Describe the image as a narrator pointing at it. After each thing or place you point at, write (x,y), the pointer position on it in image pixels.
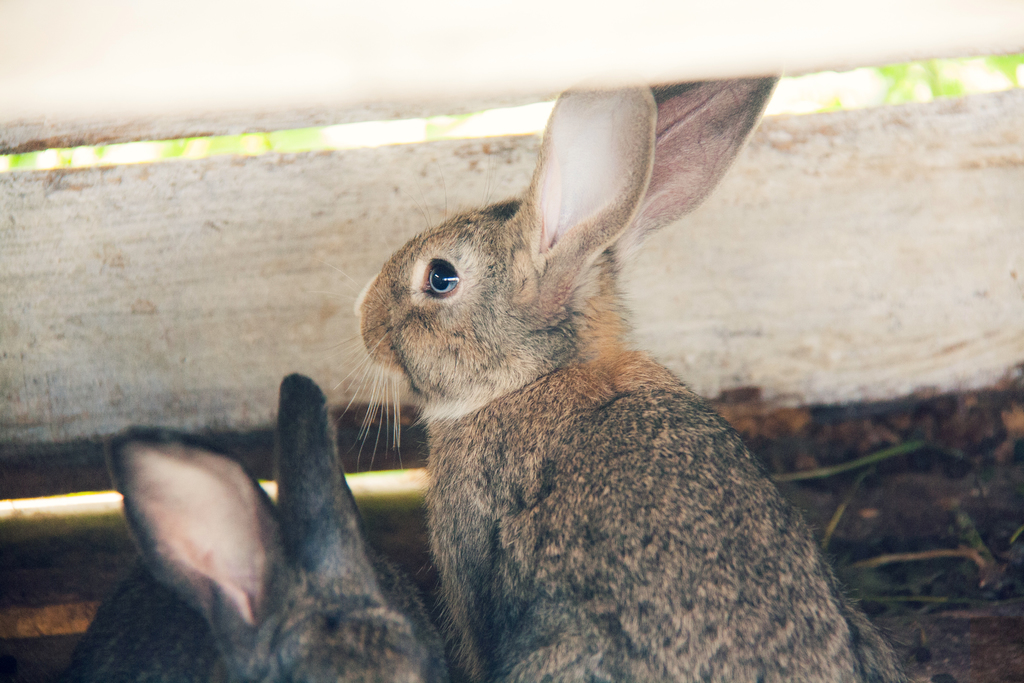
In this picture we can see rabbits (531,508) and blurry background (895,79).
